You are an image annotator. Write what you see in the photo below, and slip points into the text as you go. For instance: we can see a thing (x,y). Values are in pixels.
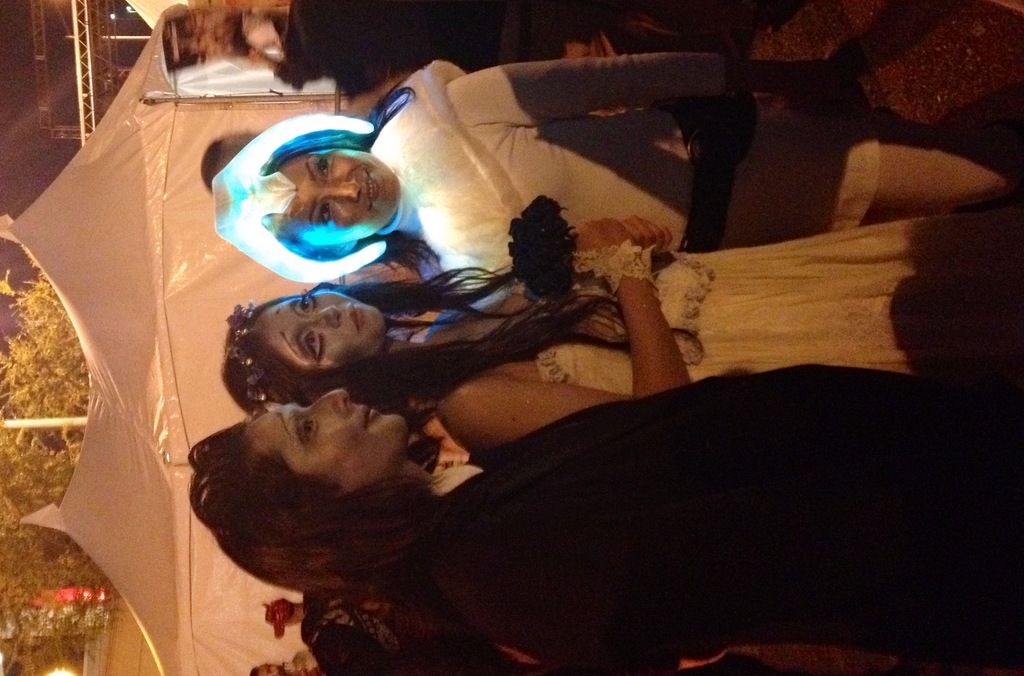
This picture describes about group of people (408,419), in the background (147,499) we can see few tents (155,475), trees (55,366) and metal rods (83,52).
